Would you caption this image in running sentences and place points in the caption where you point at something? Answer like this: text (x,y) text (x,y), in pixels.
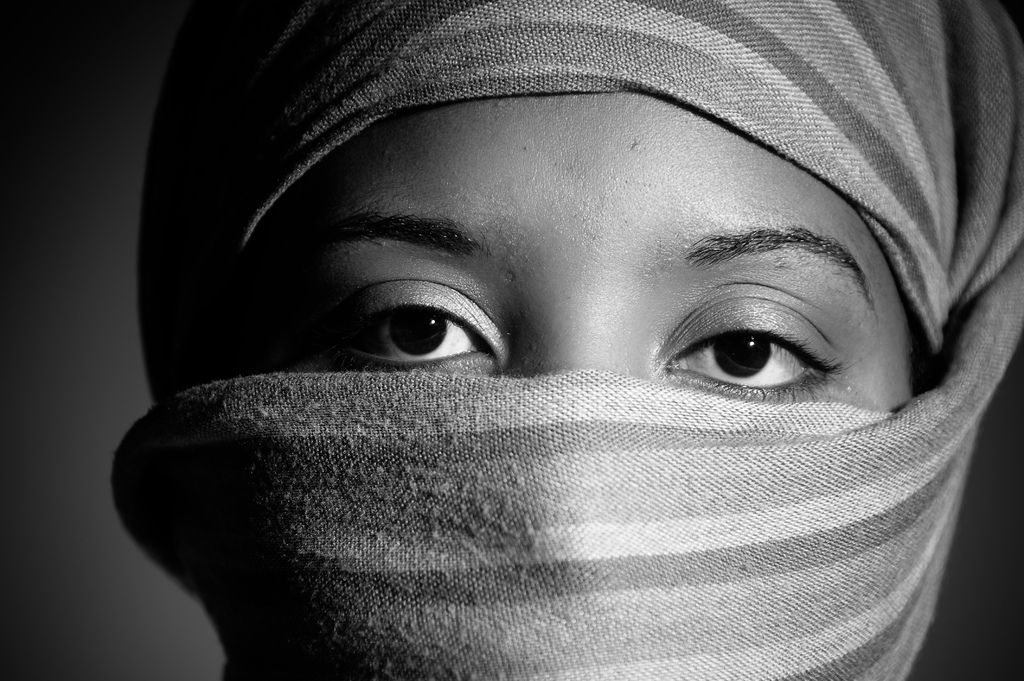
This is a black and white image, in this image there is a lady (358,507) wearing mask (544,663).
